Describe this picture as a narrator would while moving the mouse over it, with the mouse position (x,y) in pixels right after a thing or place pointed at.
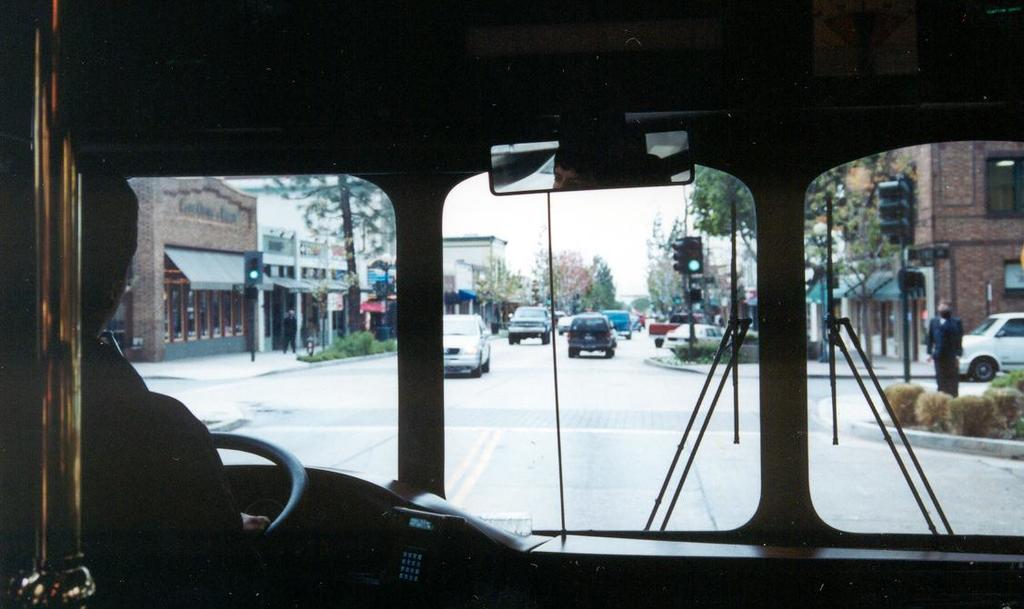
This image is taken in the vehicle (240,87). In this image there is a person (181,528) driving the vehicle (352,495), beside the steering (287,457) there is an object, behind the person (226,500) there is a rod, in front of the person (95,469) there is a glass (272,412) through which we can see the vehicles (600,333) moving on the road (632,357), buildings (152,265), trees (741,240) and signals (893,227), on the glass (741,240) there are wipers (735,225) and at the top of the image (578,148) there is a mirror (568,171).
